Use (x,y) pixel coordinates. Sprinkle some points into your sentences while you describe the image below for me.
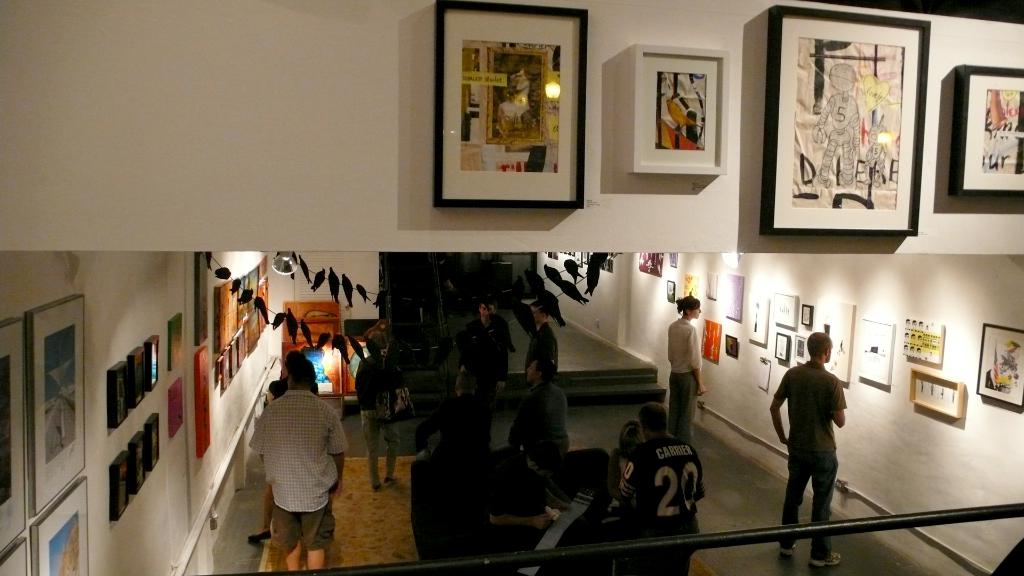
In the image we can see there are people (285,437) standing on the ground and there are photo frames (887,359) on the wall (311,291).
